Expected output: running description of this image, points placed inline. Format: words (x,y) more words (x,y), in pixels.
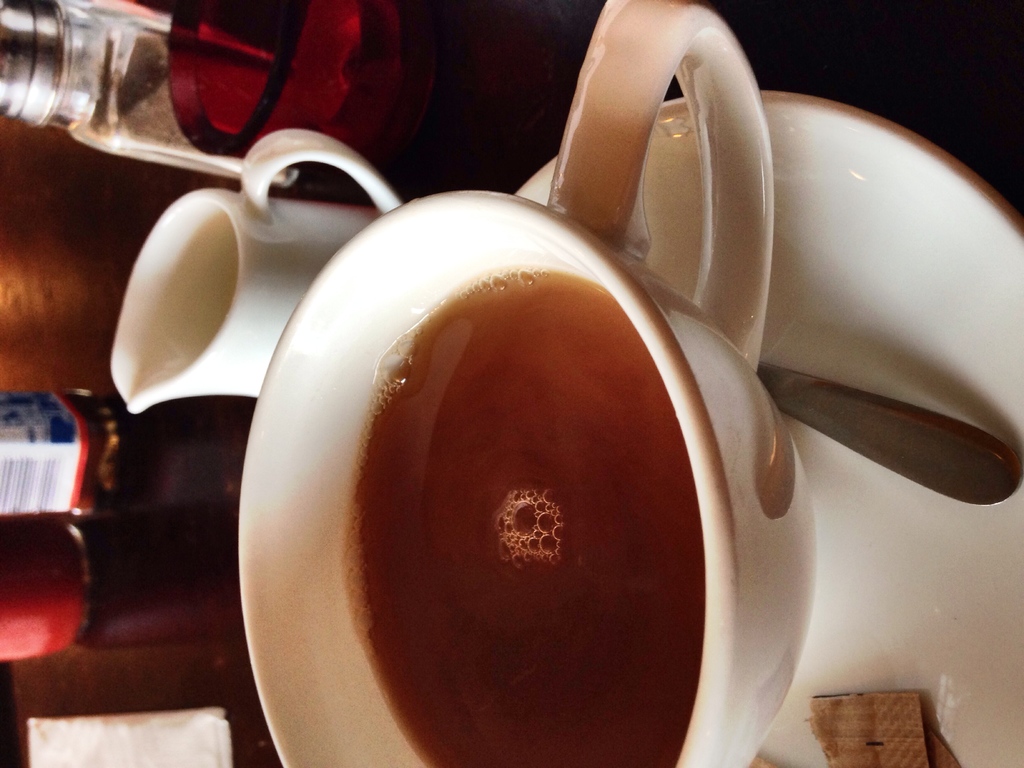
In this picture we can see few cups (744,365), saucer (882,220), spoon (782,395), bottles (231,106) and other things (235,49) on the table (11,178), and also we can see drink (442,501) in the cup (445,481).
